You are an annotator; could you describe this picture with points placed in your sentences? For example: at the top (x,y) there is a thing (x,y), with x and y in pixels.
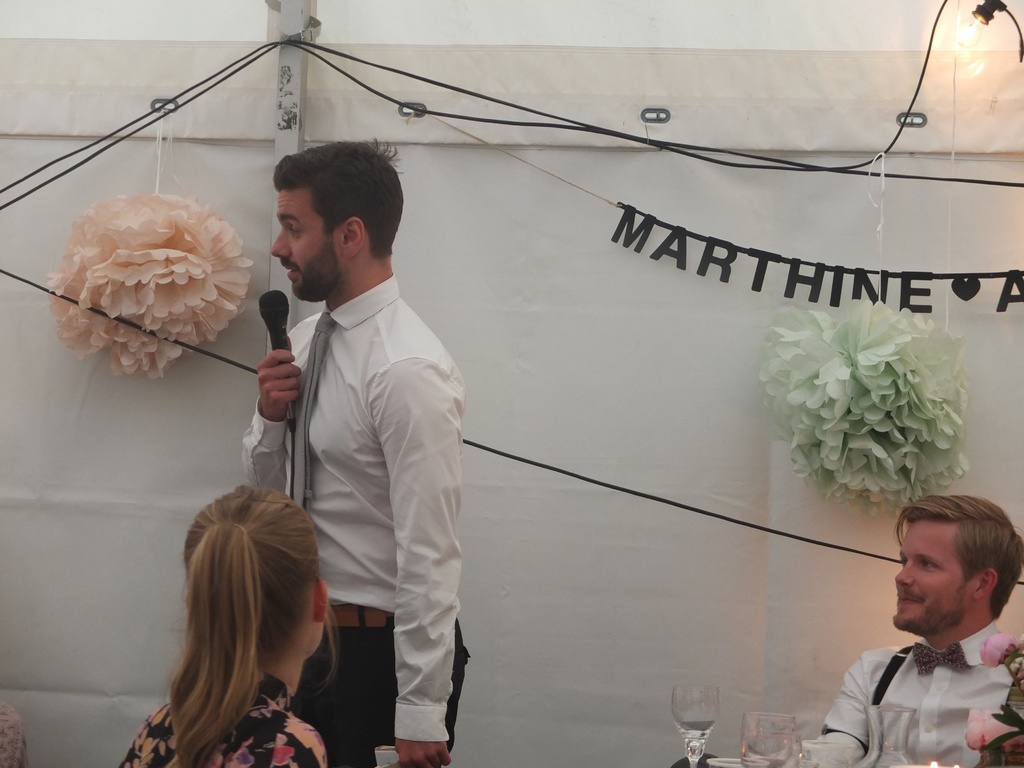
In this image I can see few people (454,564) and one person (379,453) is holding the mic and standing. I can see few glasses (695,689), pole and wires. In the background (441,204) I can see the cream color cloth (467,167), light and few decorative items (939,342).
